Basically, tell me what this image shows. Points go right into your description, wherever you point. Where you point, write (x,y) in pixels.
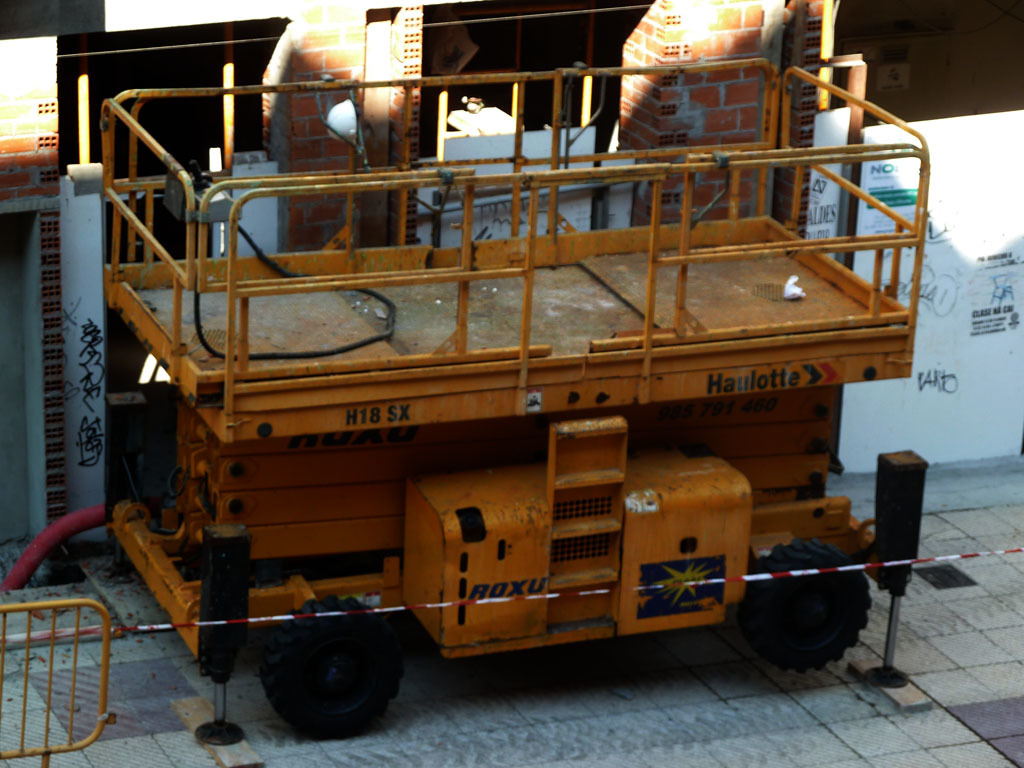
In this image there is a metal stand (631,541) in the middle (557,448) to which there are wheels (848,616). In the background (322,52) there is a brick wall (660,3). At the bottom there is fence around the vehicle (473,501). Beside the stand (675,338) there is a cardboard (938,260).
